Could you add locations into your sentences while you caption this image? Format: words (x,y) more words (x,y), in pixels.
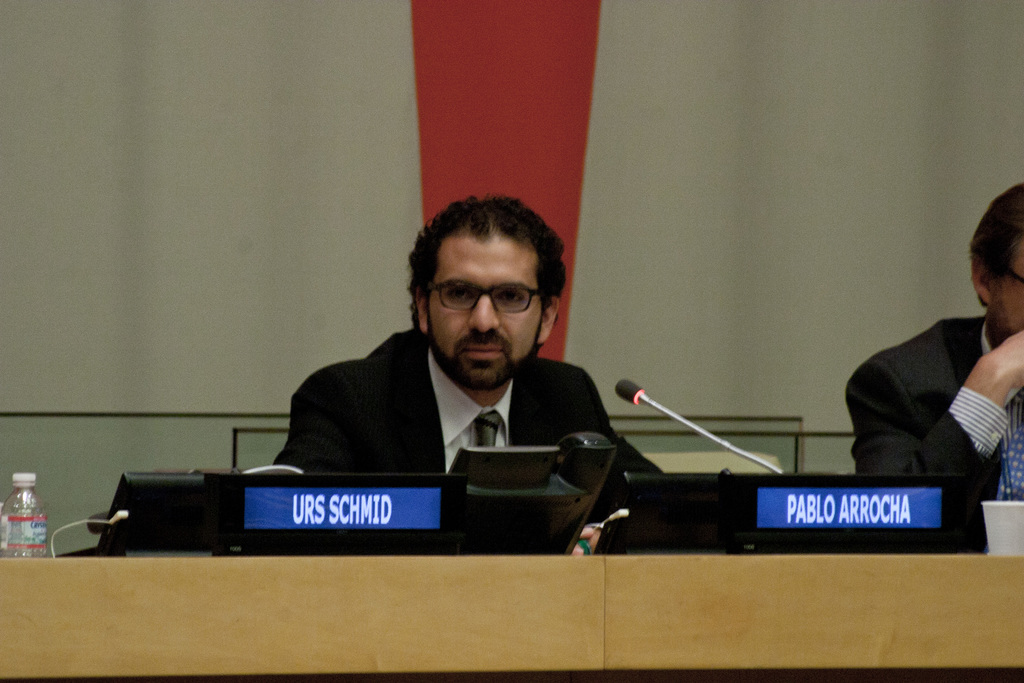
In this image we can see the two persons (579,382) sitting, in front of them, we can see a table (277,625), on the table (299,576), we can see a bottle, cup (987,512), name boards (892,521), mic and some other objects (512,470), in the background (786,124), we can see the wall (910,24).
